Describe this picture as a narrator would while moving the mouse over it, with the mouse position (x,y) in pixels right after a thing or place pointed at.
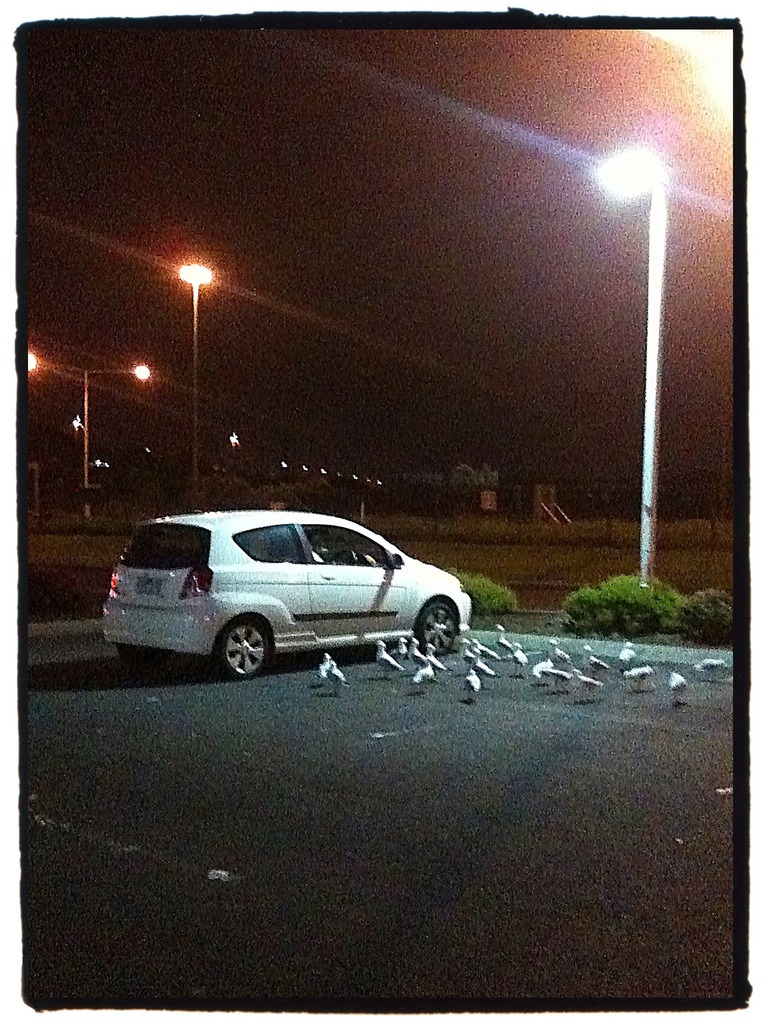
There is a road (229,781). On the road (257,680) there is a car (291,563). Also there are many birds (468,687). Near to the car (280,563) there are plants (591,589). Also there is a pole (644,494) with lights (623,177). In the background (84,454) there are many light poles (87,445).
